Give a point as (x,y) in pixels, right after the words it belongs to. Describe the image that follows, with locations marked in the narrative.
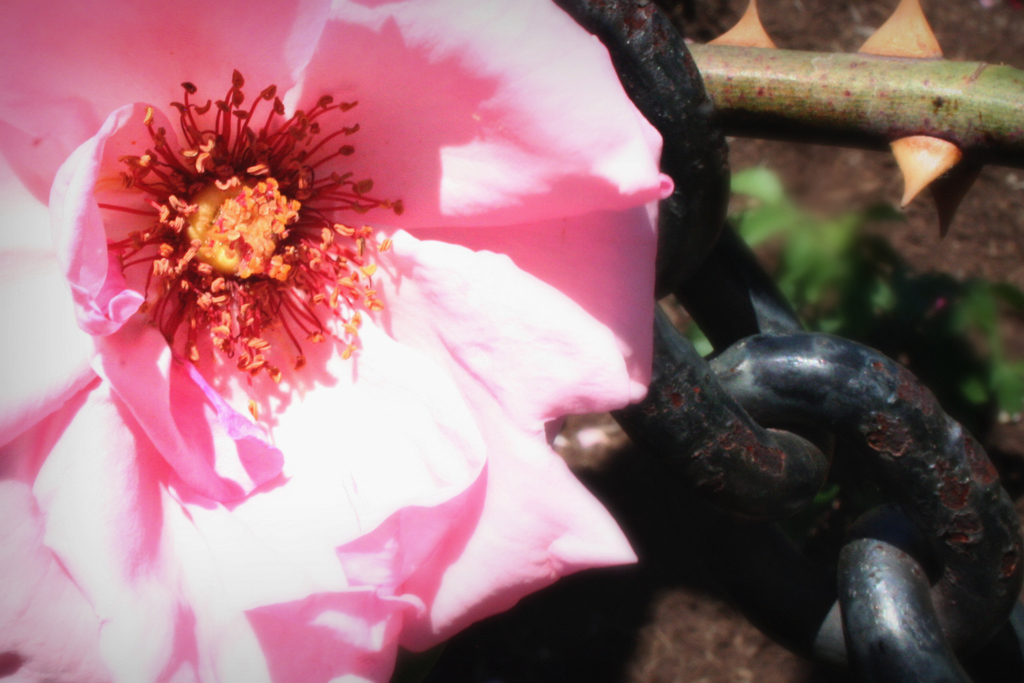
In this picture we can see a flower (400,258) and links (763,465) of a chain (820,466).
